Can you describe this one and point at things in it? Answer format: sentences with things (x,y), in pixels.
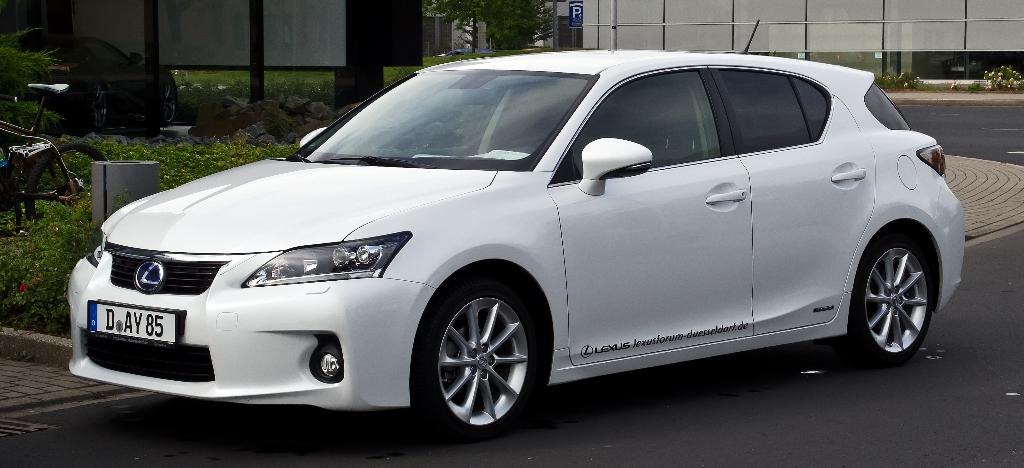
In this picture we can see a white car (679,282) on the road (752,456), bicycle (40,144), plants (223,158), stones (213,116), signboard (575,10), wall (849,2).
